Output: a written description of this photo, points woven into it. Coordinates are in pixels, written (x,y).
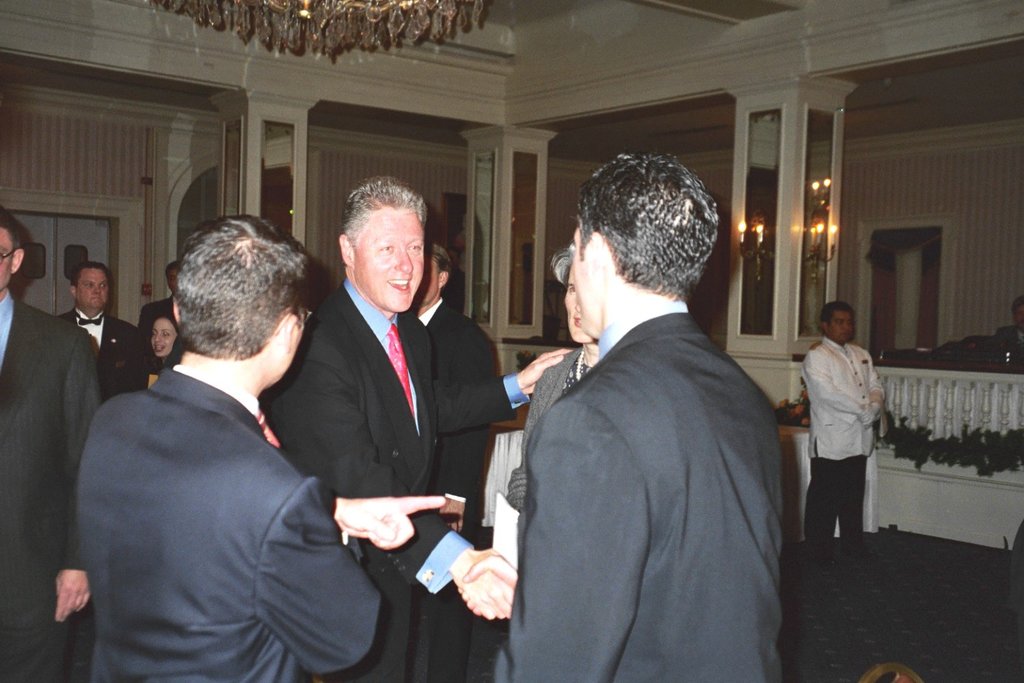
The picture is taken in a room (780,346). At the top (203,28) there is a chandelier (427,27). On the right (864,479) there is a person (857,417) standing, above him there are candles (827,229). In the foreground of the picture (446,493) there are people (323,350) standing. In the background (111,236) there is a door (85,244) and there are pillars (302,169) and wall (335,153).
